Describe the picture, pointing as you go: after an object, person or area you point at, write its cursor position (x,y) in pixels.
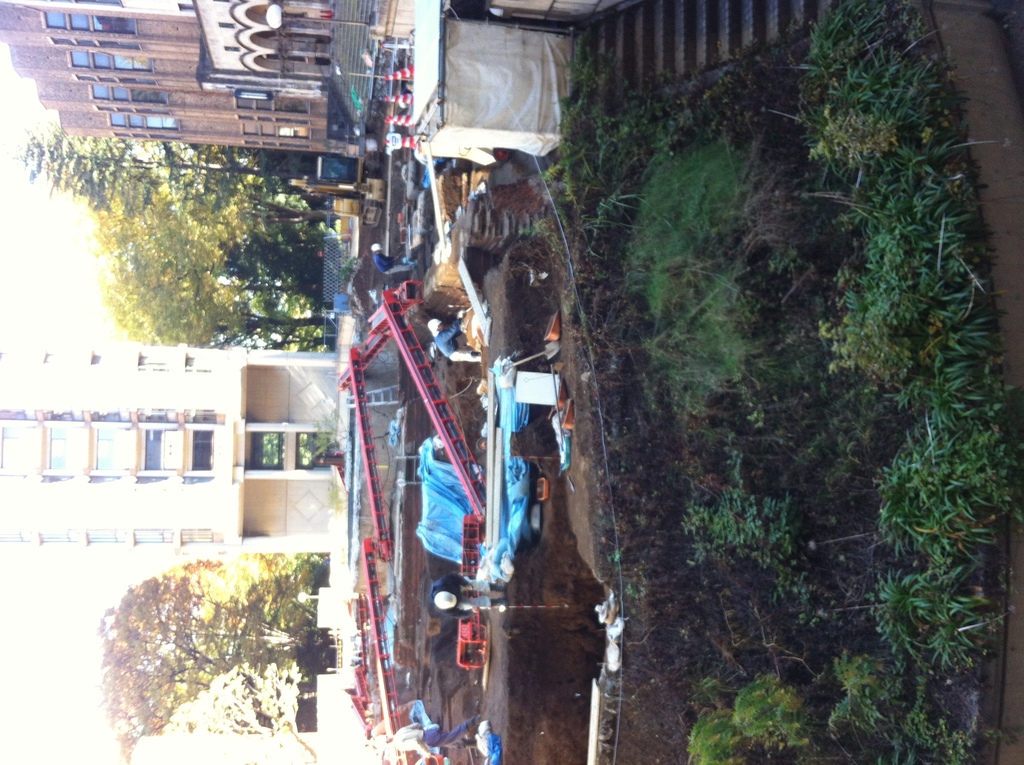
In the middle of the image (458,297) we can see the excavation (471,397). In the background (177,251) we can see traffic cones (401,73), buildings (178,127), trees (175,217), sky (27,262), plants (763,272), staircase (735,20) and grass (716,163).
